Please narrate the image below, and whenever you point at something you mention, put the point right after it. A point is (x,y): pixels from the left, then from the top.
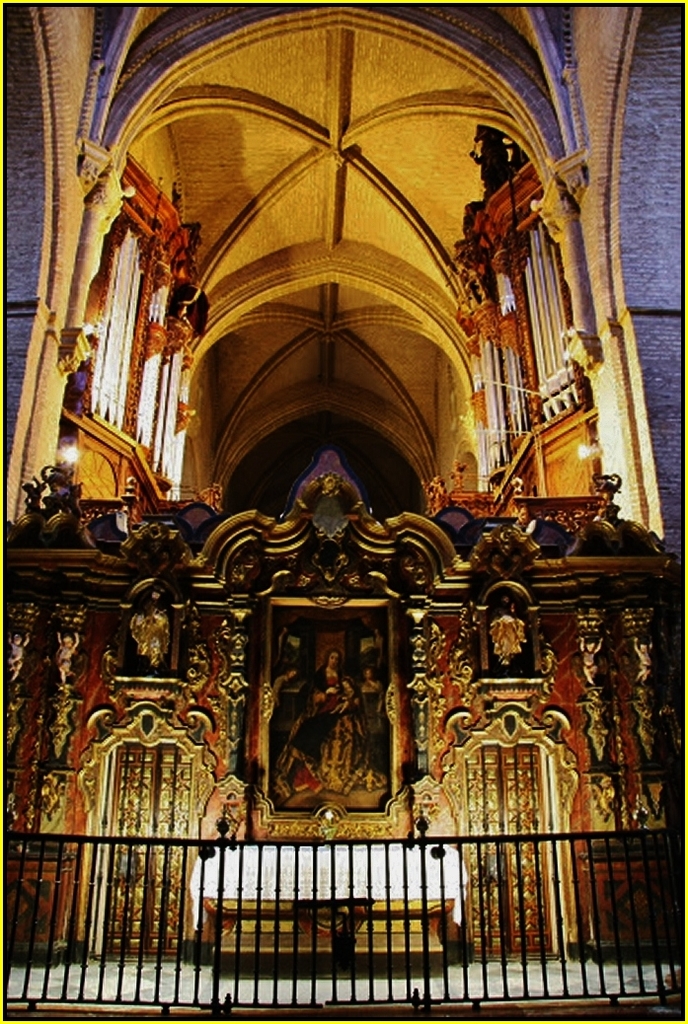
In front of the image there is a metal fence (14,920). Behind the fence (16,907) there is a table (249,875) with some object (265,849) on it. Behind the table (264,865) there are doors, photo frame (315,773), some designs (39,579) on the wall (255,699). On top of that, there are pipe organs (496,428) on the wall (24,230). At the top of the image (346,154) there is a roof top (248,295).
